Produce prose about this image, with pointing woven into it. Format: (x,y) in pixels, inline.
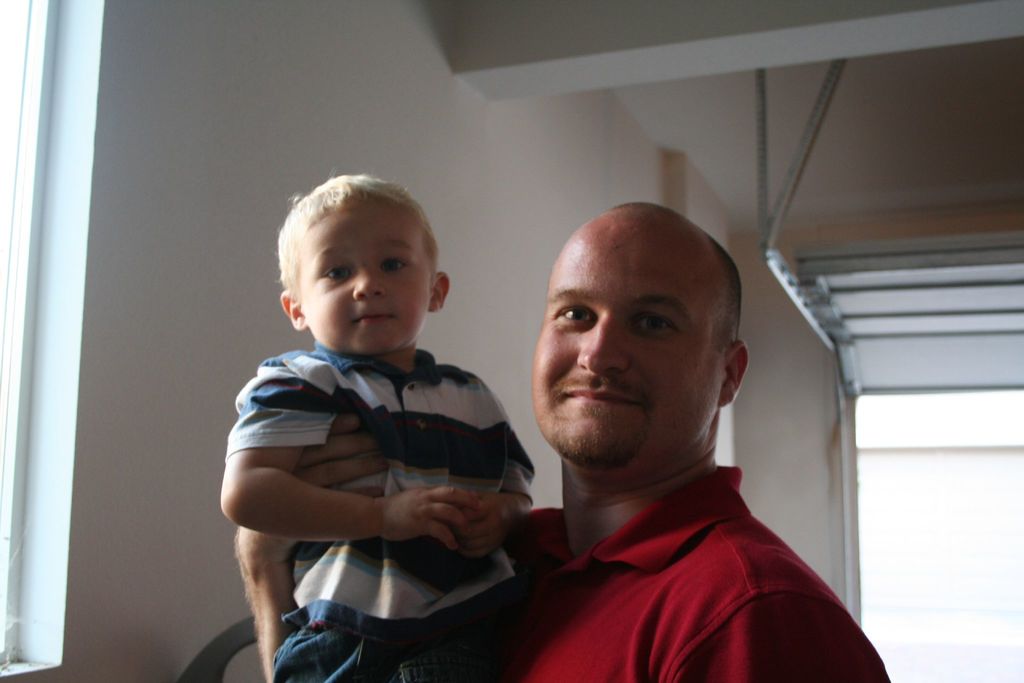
In the foreground of the picture (565,425) we can see a person (577,415) holding a kid (450,517). On the left (10,52) it is window (83,199). In the background (624,192) it is wall (223,140) painted white. On the right (913,304) it is looking like an iron frame (764,231).
